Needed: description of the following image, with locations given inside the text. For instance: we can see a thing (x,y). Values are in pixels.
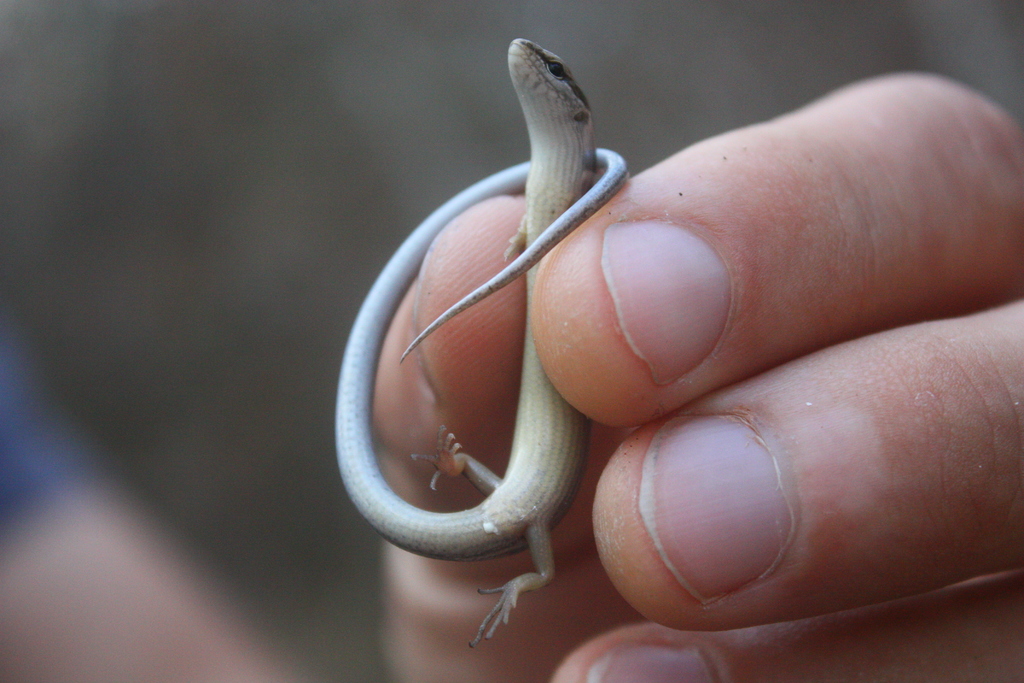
In this picture I can see the hand (662,230) of a person (676,357) and this person (630,364) is holding a lizard (522,460).
